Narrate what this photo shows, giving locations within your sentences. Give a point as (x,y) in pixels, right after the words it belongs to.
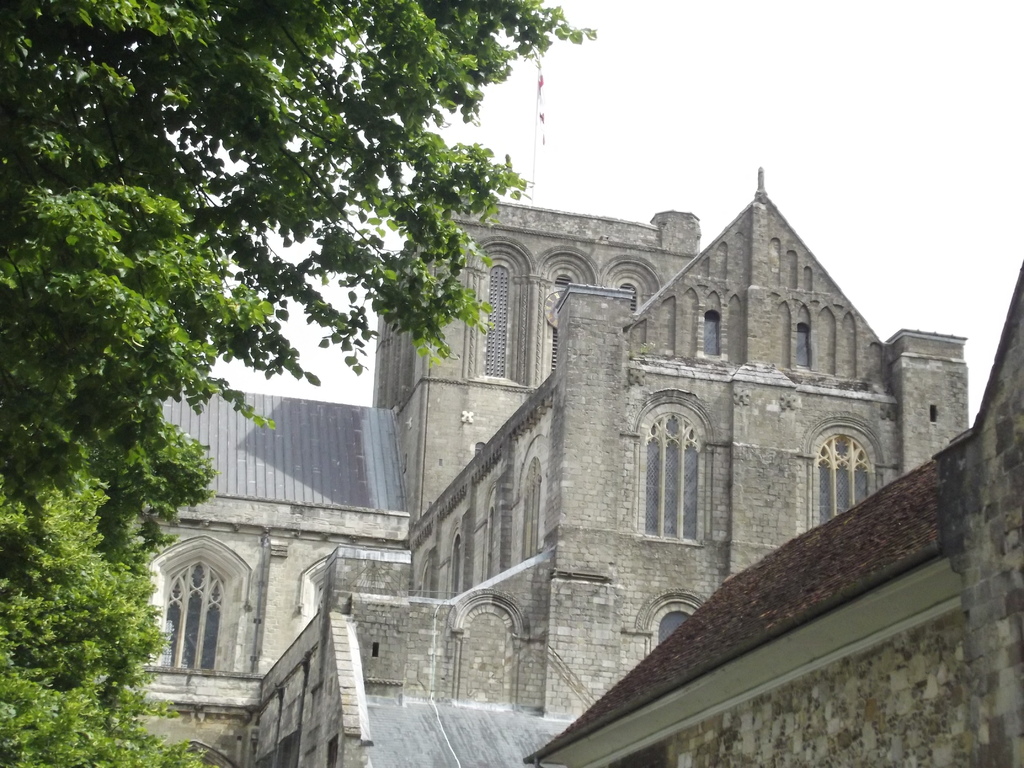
In the image there is a building (533,518) on the right side (821,494) with many windows (821,483) and doors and on the left side (139,327) there is a tree (141,206) and above its sky (741,154).
